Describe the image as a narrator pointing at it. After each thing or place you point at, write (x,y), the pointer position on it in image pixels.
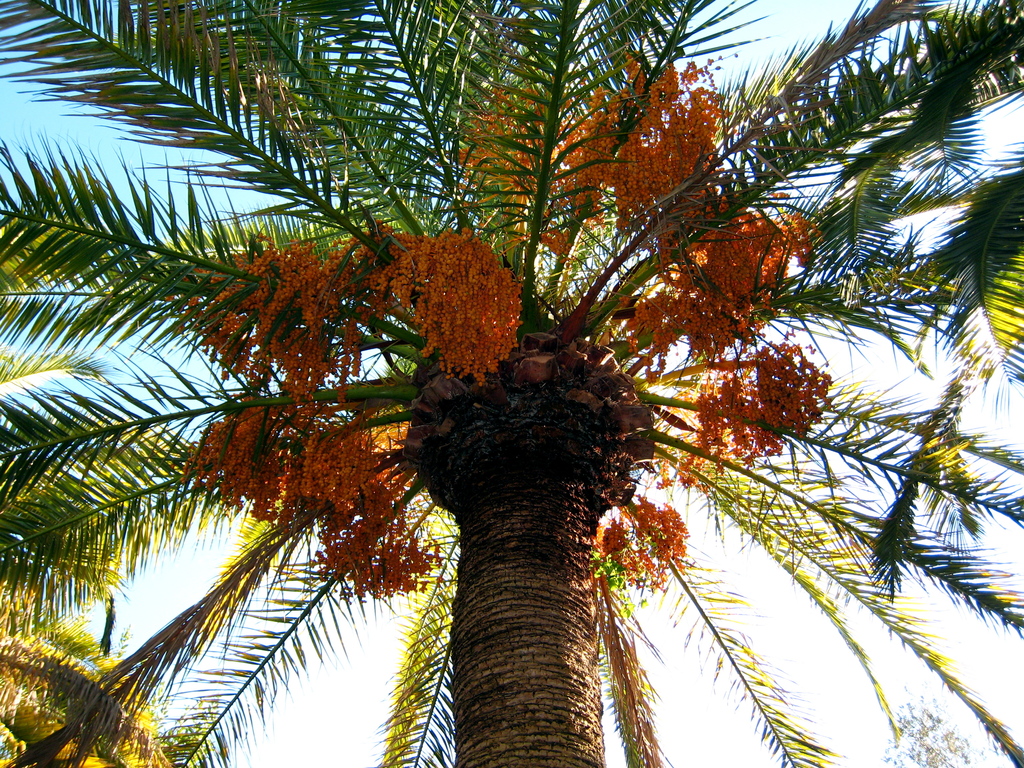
In this image we can see a picture of a palm tree (396,351) which has long leaves (180,84) and some orange color fruits (365,250).
